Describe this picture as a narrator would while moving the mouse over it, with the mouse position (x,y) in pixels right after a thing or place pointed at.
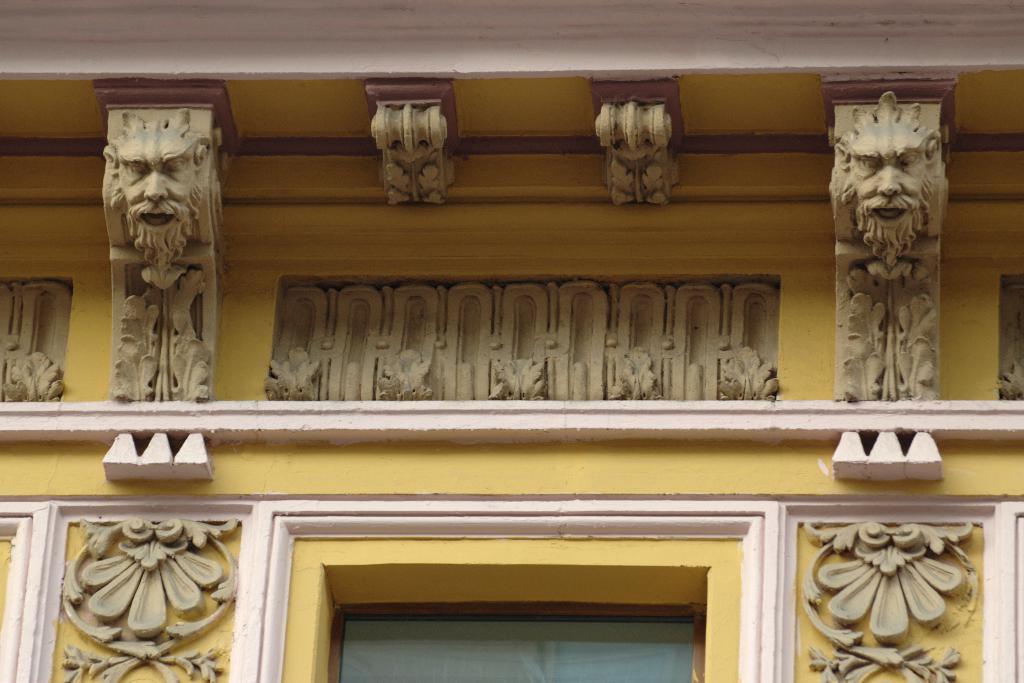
There is a yellow color building (476,376) which has few sculptures (767,286) on it.
